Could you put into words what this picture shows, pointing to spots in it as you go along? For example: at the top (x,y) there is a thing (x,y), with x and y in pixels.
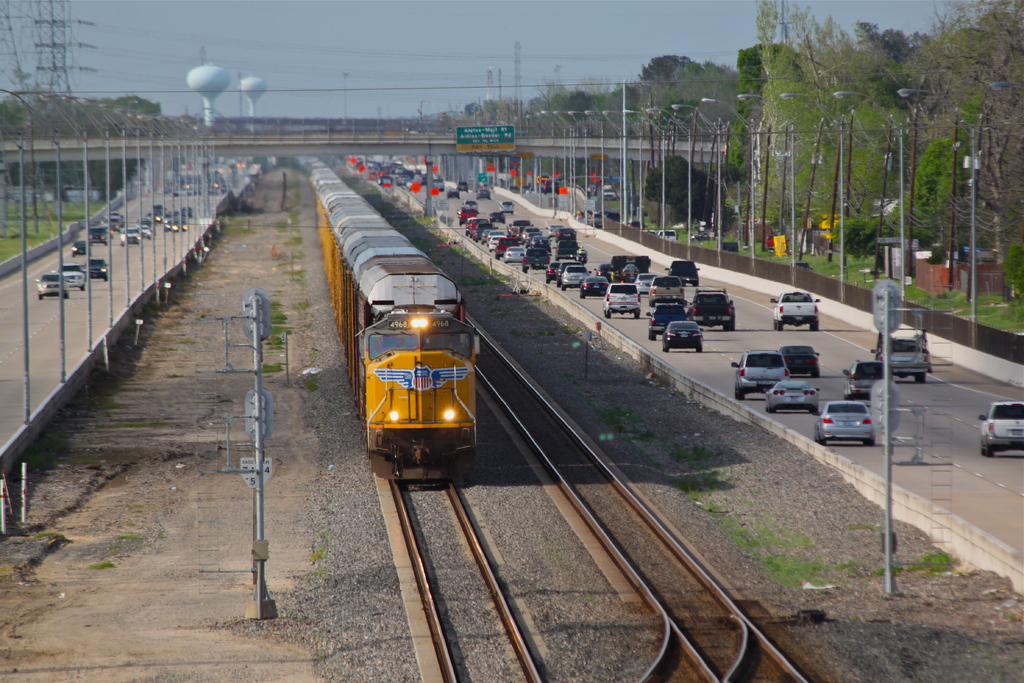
This picture is clicked outside. In the center (379,391) we can see a yellow color train (393,281) running on the railway track (464,598) and we can see the gravels (695,536), poles (257,319), railway track (536,428) and on both the sides we can see the group of vehicles (582,279) running on the road (752,320). In the background (224,55) we can see the sky (340,54), trees (840,78), bridge (623,147), poles (161,163), grass (1007,302) and metal rods (54,27) and many other objects (450,194) and we can see the text (487,137) on the board (471,139).
